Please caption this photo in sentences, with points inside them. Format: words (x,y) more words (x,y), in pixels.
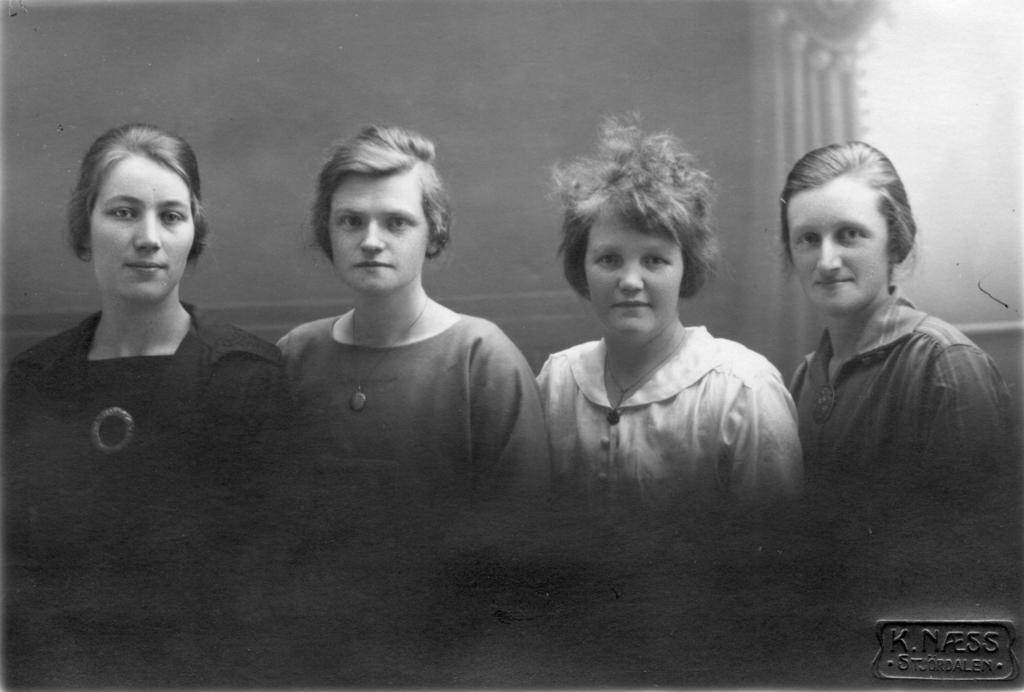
This image looks like an edited photo, in which I can see four persons (603,236), text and a backdrop (109,22).
